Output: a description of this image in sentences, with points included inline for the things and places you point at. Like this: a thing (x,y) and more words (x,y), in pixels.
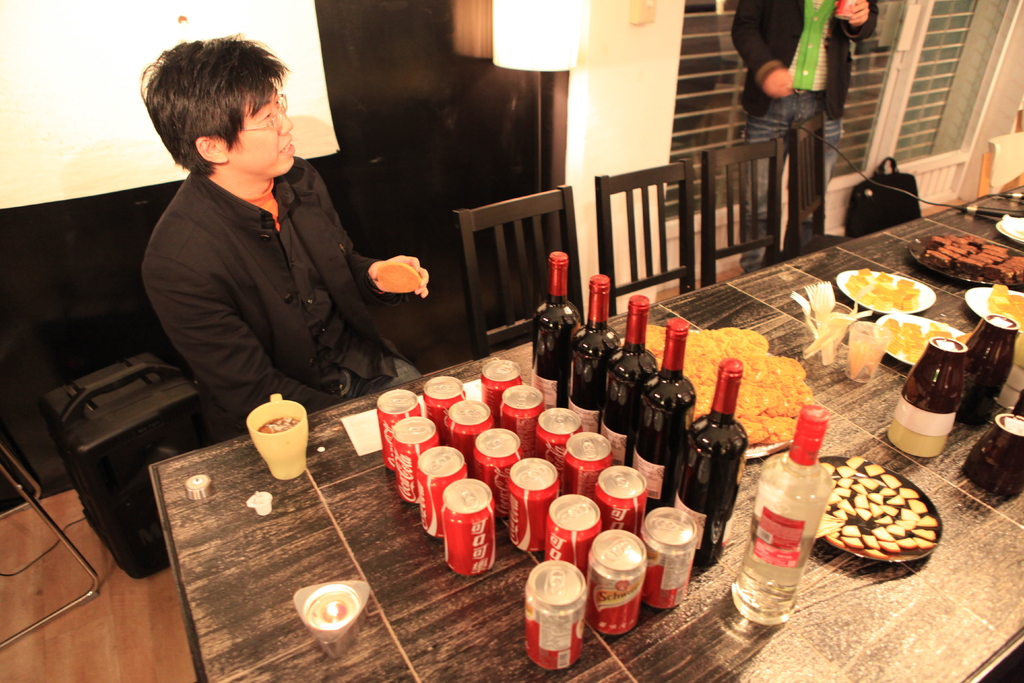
In this image we can see a person (300,377) holding an object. In front of the person (329,247) we can see a group of objects (630,586) on the table (387,524). Beside the person (404,255) we can see few chairs (728,196) and a person (769,106). Behind the person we can see a wall (659,57) and windows (738,100). At the top (537,14) we can see a screen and a lamp (547,39).
